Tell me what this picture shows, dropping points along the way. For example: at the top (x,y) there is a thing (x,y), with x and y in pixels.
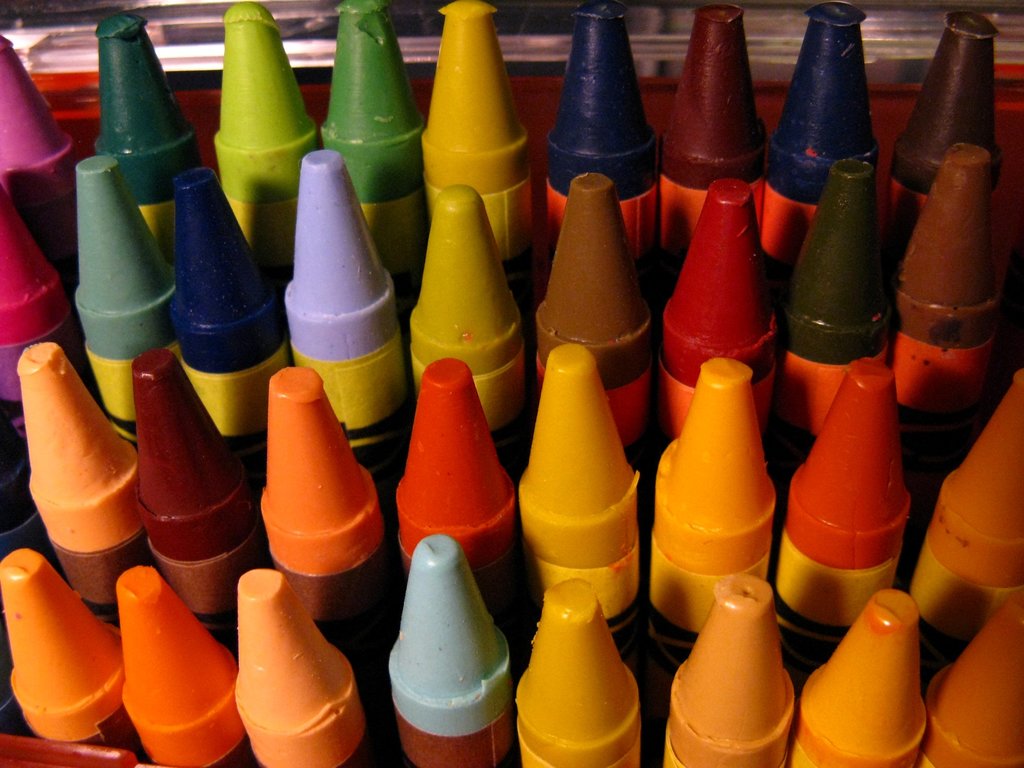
In this picture we can see crayons (213,239).
